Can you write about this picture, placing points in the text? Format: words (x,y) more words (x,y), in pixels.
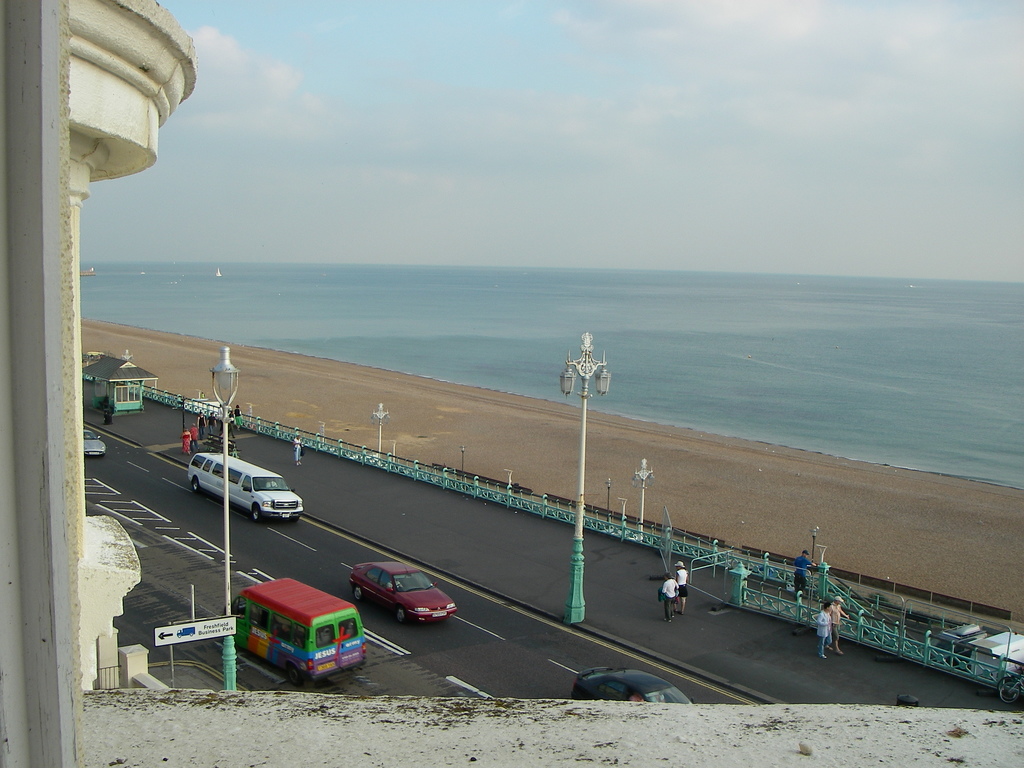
In this image we can see vehicles (334,623) on road (429,626), sand (606,422), lights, persons (833,628), water (760,355), sky (544,143) and clouds (673,152).
